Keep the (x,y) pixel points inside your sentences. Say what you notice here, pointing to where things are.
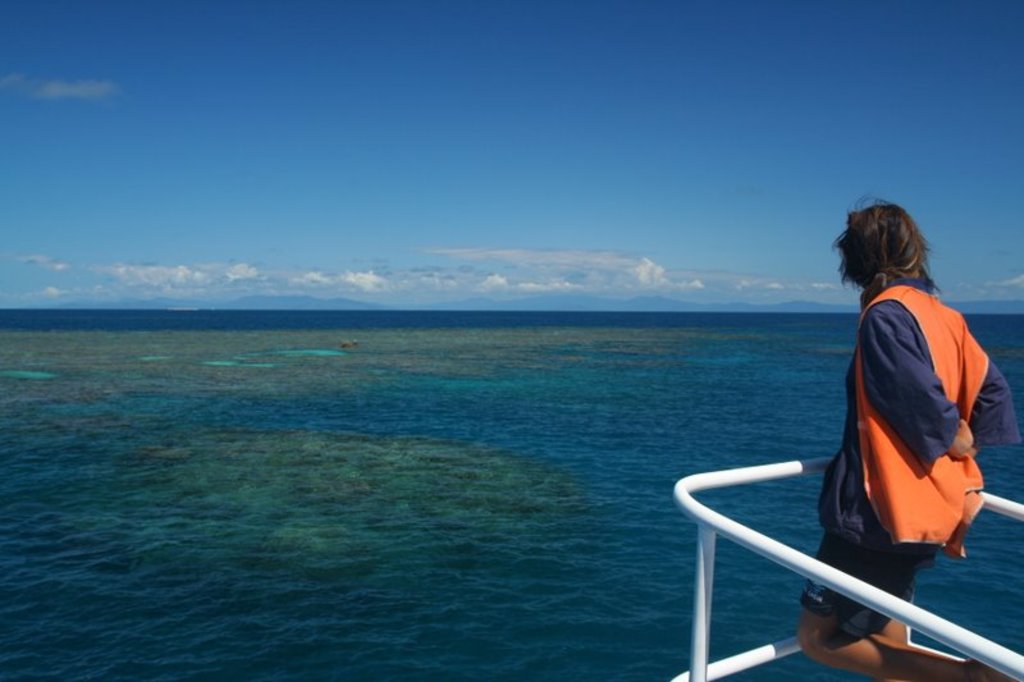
This picture is clicked outside the city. On the right (900,381) we can see a person (844,631) and the metal rods (943,639). In the center (509,422) we can see a water body (295,417). In the background (436,138) we can see the sky (513,150) and the clouds (451,268).
